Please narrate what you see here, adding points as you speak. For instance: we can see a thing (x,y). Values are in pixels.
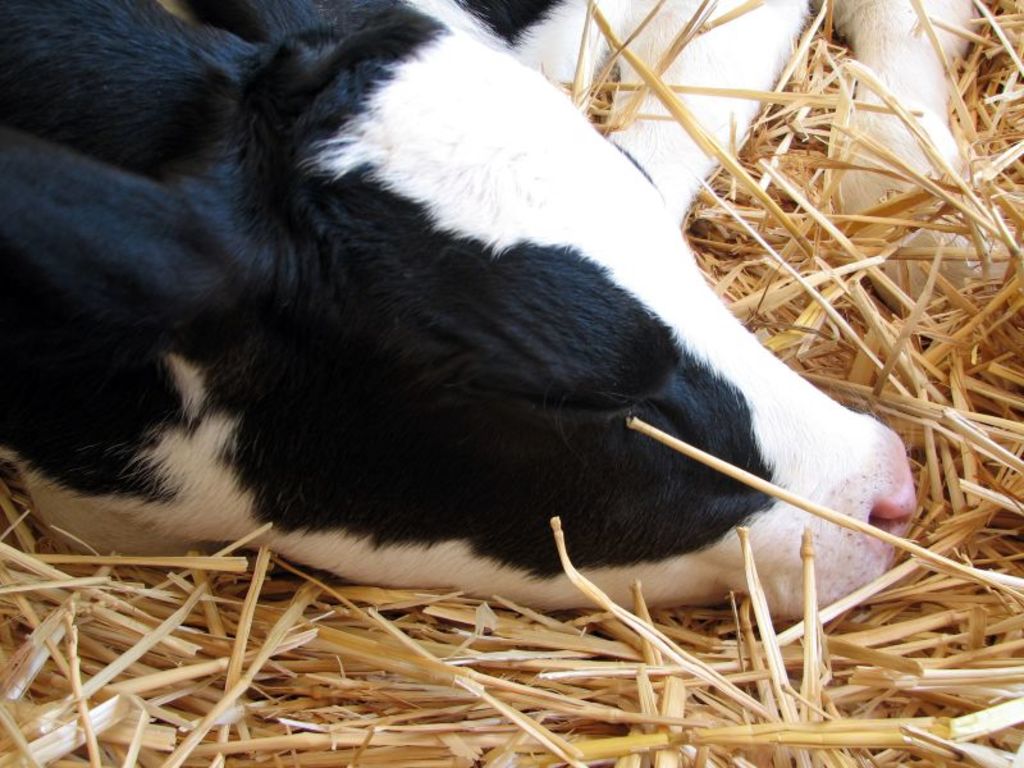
In this image we can see an animal (536,579) sleeping on the straw (400,608).
